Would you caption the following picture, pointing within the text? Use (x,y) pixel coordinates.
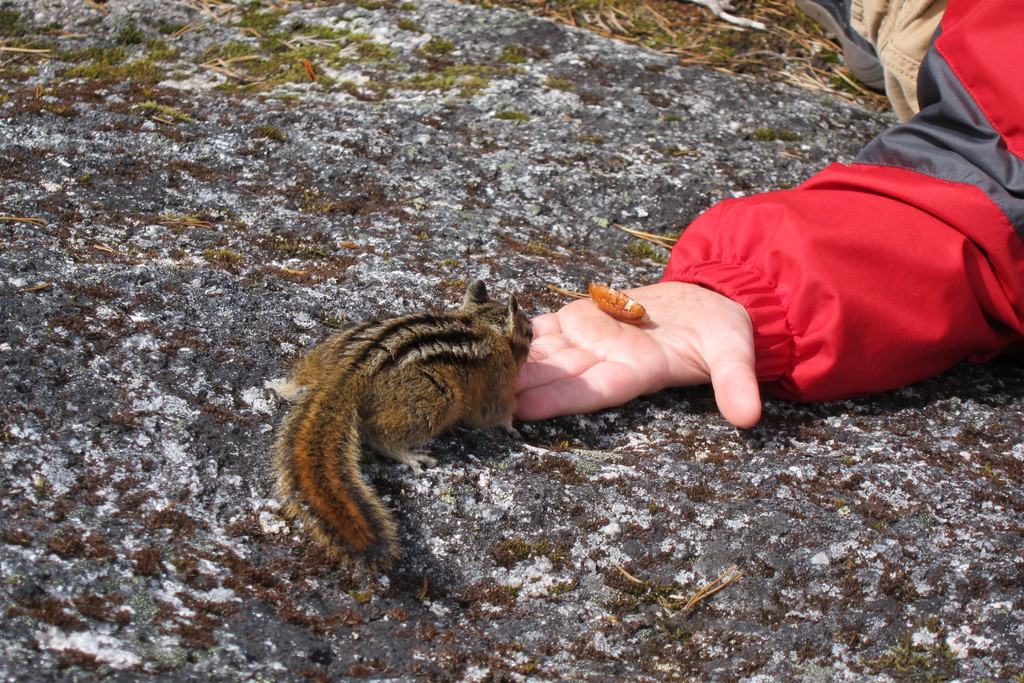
This image consists of a person (695,264) on the right side (832,317). There is something on his hand (640,384). He is wearing a red jacket (842,320). There is a squirrel (385,364) near his hand (545,369).
